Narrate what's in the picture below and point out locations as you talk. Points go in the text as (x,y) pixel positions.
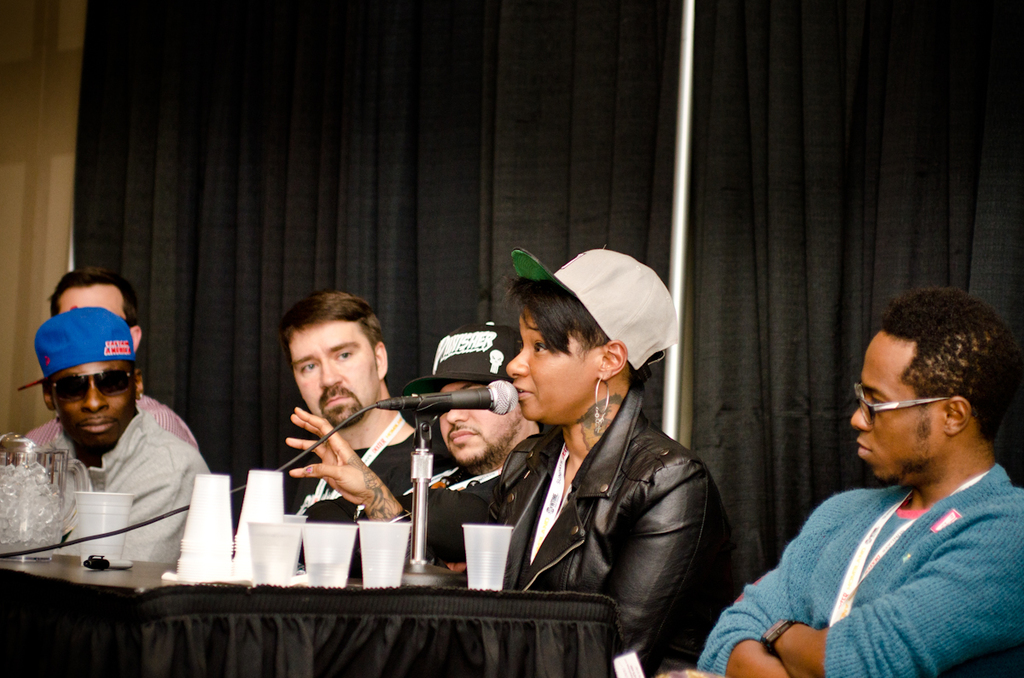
In this picture I can see few people (567,488) sitting and I can see few glasses (283,554), a glass jar (40,525) and a microphone (419,454) on the table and I can see few are wearing caps (77,315) and one of them wearing sunglasses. I can see curtains (531,135) in the background (626,96).
